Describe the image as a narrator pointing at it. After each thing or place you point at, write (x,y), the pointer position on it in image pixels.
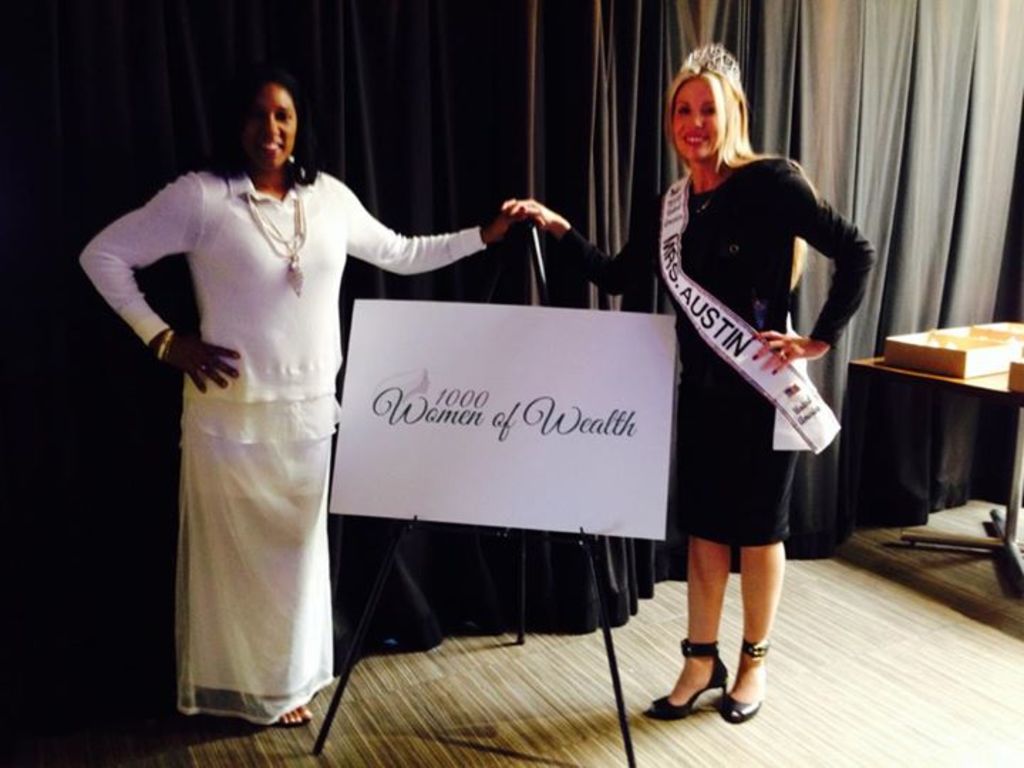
In this image i can see two women (645,248) standing and smiling they are holding an easel (505,408) at the background (478,163) i can see a curtain (472,138), at the right side (1000,389) i can see a cardboard (957,351) on the table (987,385).
